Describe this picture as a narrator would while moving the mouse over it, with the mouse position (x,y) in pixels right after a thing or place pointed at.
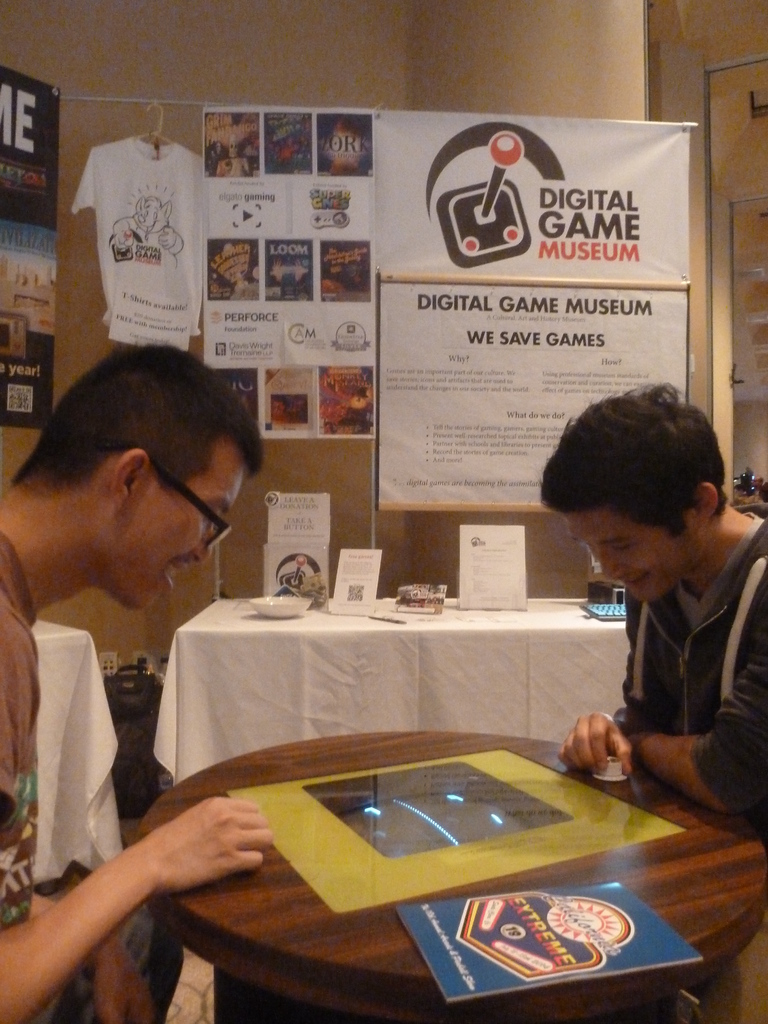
In the middle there is a table (419,889) on that there is a book (541,931). On right (683,598) there is a man (645,670) he is staring at the table (502,799). On the left (55,532) there is a man (54,549) he is smiling. In the background (367,263) there is a table (515,657), bowl (290,608), poster (390,316), t shirt (151,258) and wall (394,87).
